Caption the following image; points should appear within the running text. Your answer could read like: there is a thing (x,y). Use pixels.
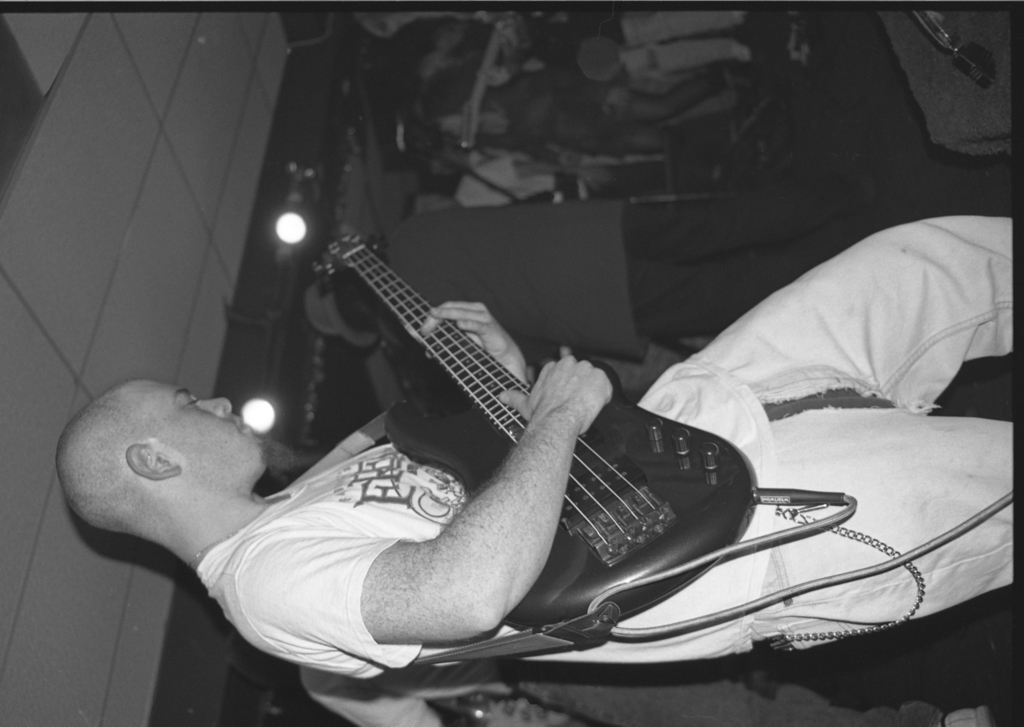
In this image in the center (623,442) there is one person (471,525) who is standing and he is holding a guitar (465,364). On the left side (24,568) there is a ceiling (107,320) and some lights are there, and on the top of the image (447,105) there are a group of people (717,54) who are standing.
